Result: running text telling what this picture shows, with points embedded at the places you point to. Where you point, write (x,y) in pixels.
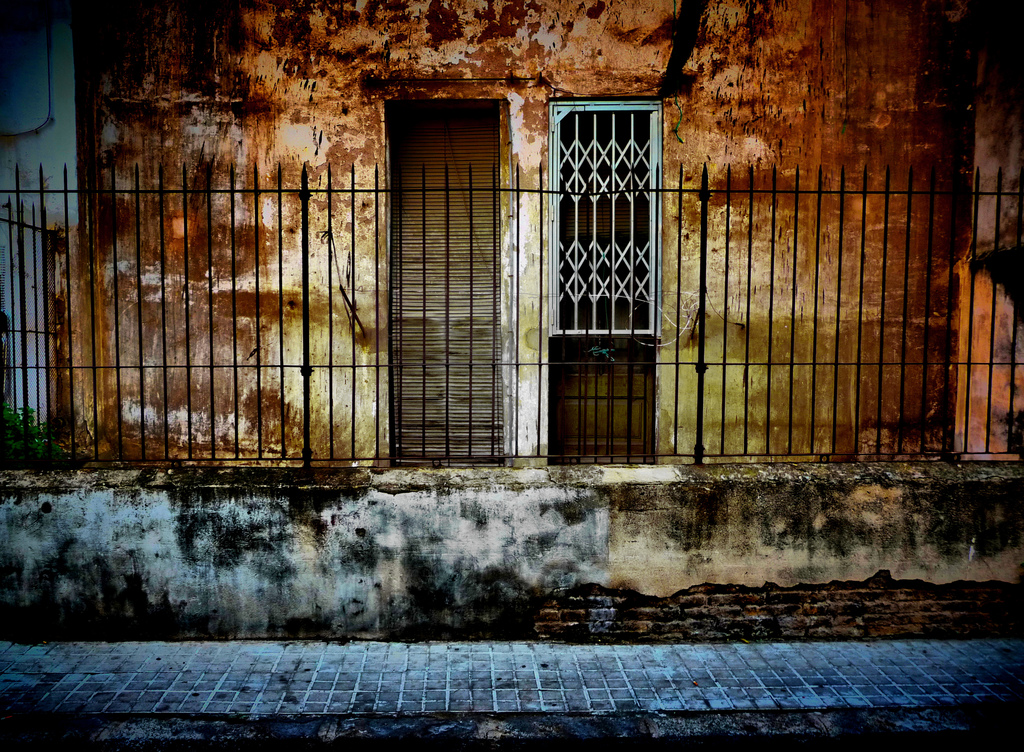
In this image we can see a fence (968,367), floor (452,718), wall (608,572), door (434,435), and a window (602,241).
